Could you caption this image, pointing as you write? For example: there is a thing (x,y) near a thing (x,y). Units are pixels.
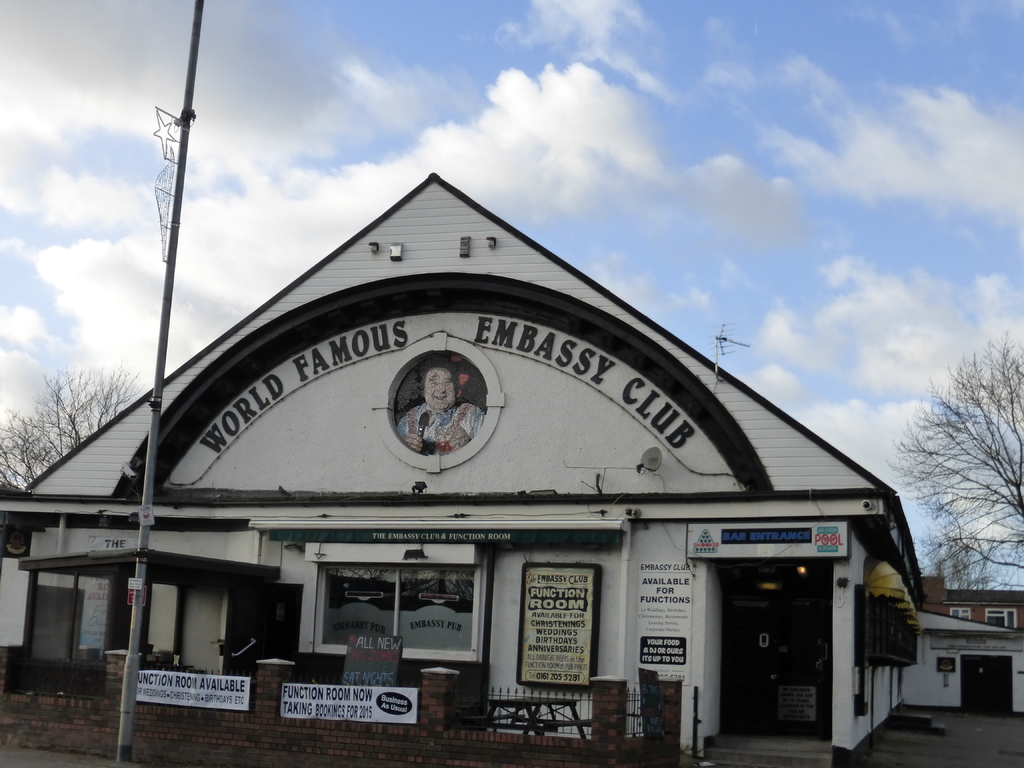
In the foreground of this image (143,464), there is a pole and it seems like a shed (601,497) and few posters (392,697) and boards (351,691) to it. On the other side, there are trees (62,439). In the background (959,595), there is a building (991,602), sky (917,193) and the cloud (909,146).
